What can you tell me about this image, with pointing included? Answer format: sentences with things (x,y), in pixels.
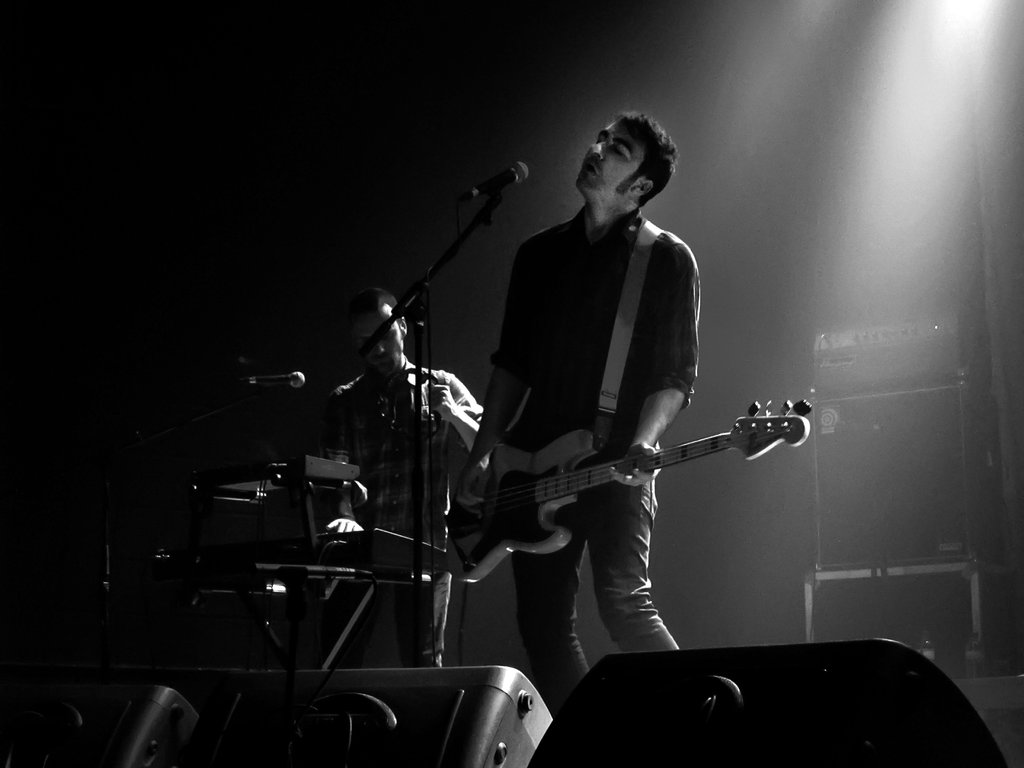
A black and white picture. This man (574,597) is playing guitar (572,531) in-front of mic (524,175). This man (411,396) is playing piano (388,540).
